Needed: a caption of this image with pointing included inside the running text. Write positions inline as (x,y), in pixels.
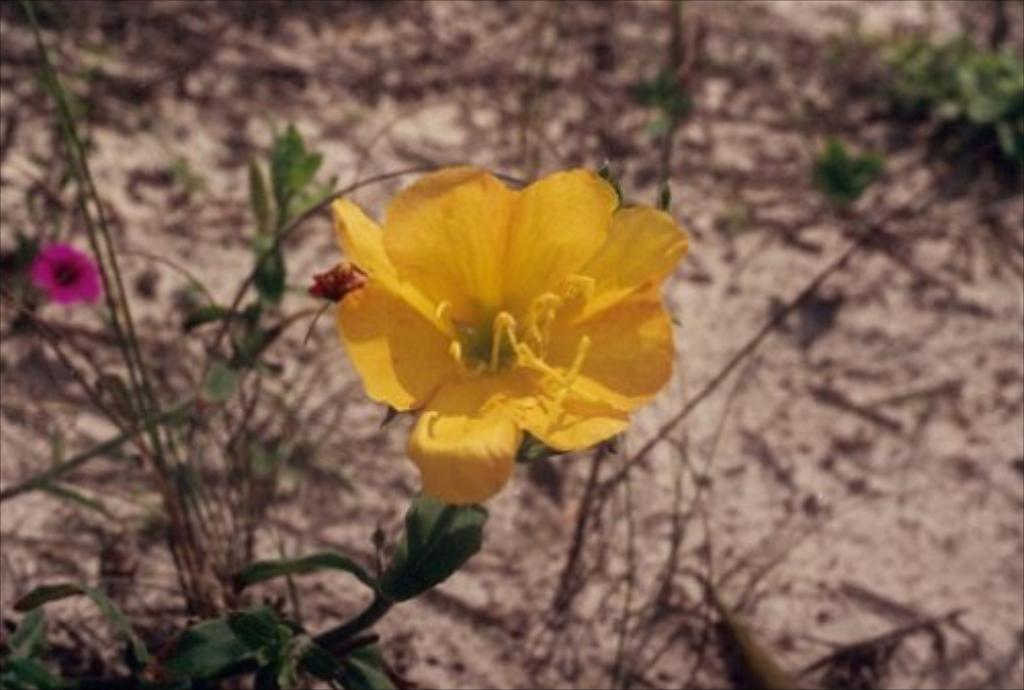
In the picture we can see a path (325,610) with some dried twigs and some plants (248,319) with flower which is yellow in color and another flower (94,277) is pink in color.
